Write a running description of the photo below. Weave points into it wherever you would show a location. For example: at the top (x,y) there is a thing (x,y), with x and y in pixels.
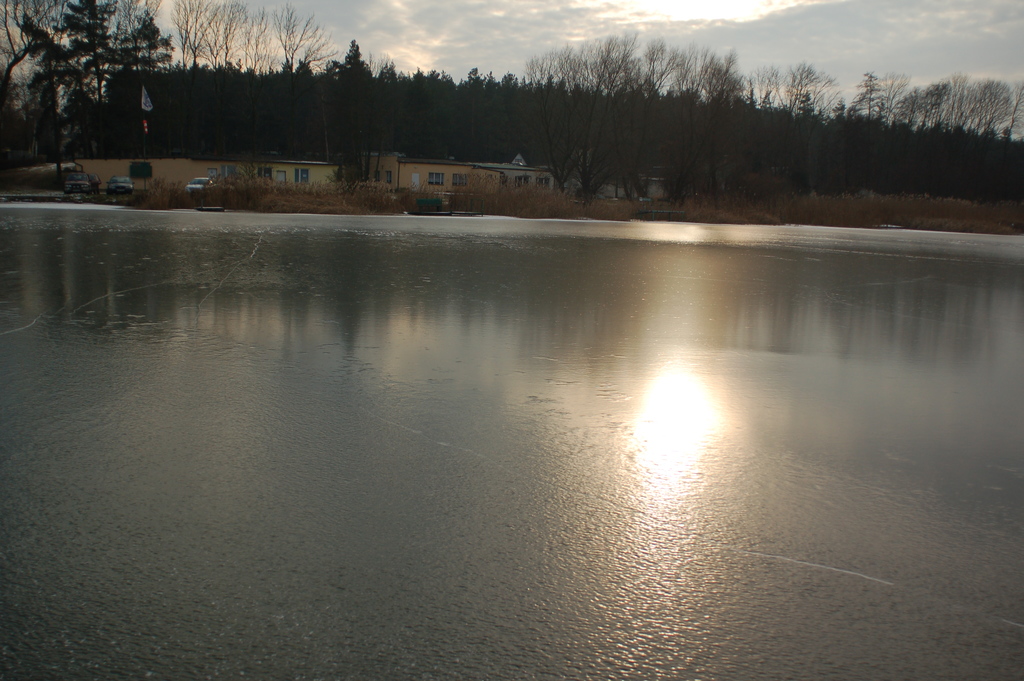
In this picture there is water (809,653) in the foreground (963,608). There are houses (117,173) and trees (976,118) in the background (746,85) and The sky (804,5) is cloudy at the top (928,6).
